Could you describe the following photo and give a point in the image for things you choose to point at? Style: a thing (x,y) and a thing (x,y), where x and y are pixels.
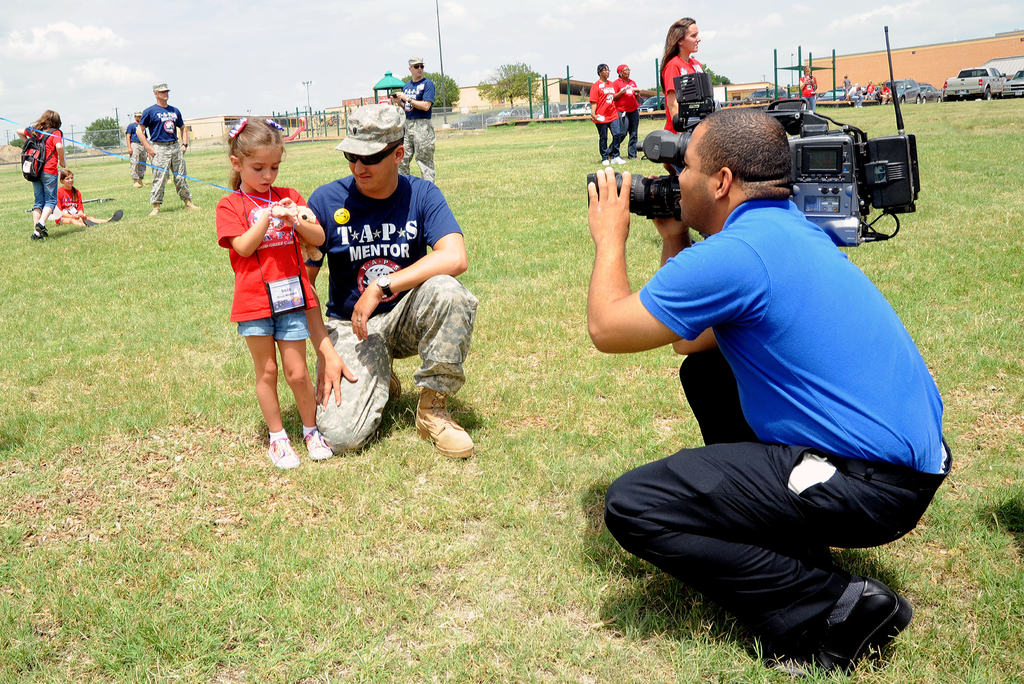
In the picture we can see some people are walking and standing on the grass surface (354,492) and a man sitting on a knee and capturing something in the camera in the opposite we can see a girl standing and she wore a red T-shirt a man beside her sitting on the knee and wearing a cap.
